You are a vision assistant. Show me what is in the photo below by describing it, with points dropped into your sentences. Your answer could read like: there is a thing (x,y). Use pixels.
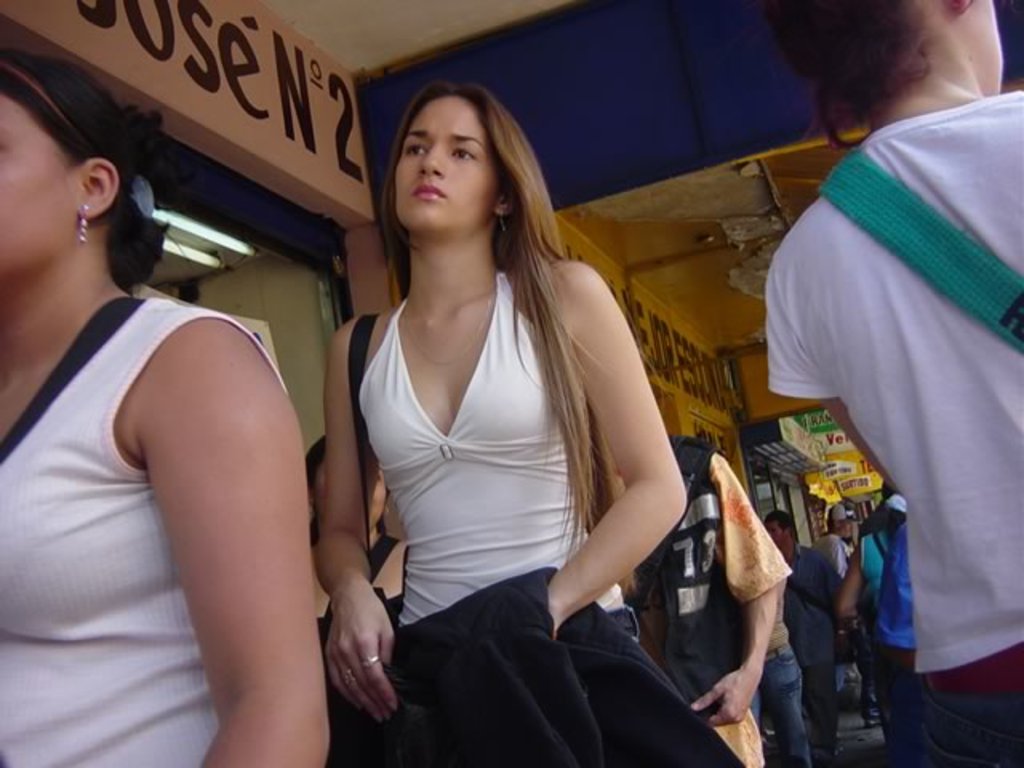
In this image we can see people (611,517), boards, lights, and wall (55,26). On the wall (643,313) we can see some text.
